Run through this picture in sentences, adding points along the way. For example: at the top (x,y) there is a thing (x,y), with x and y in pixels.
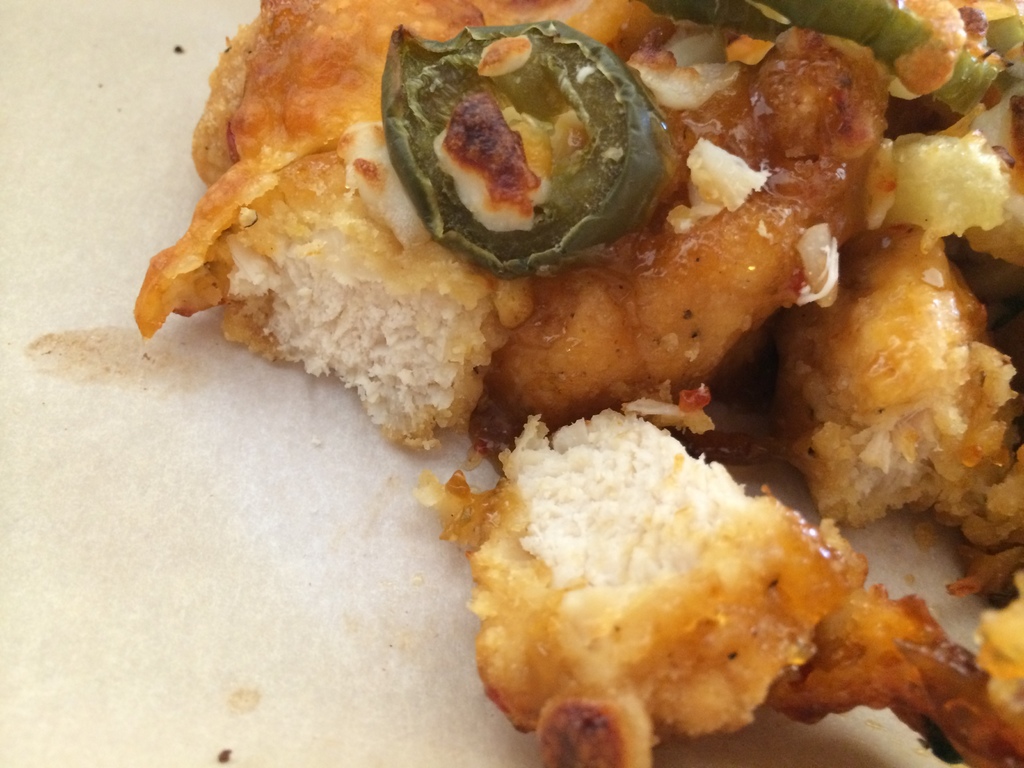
In this image I see food (957,201) which is of white, brown and green in color and it is on a white color surface (191,501).
